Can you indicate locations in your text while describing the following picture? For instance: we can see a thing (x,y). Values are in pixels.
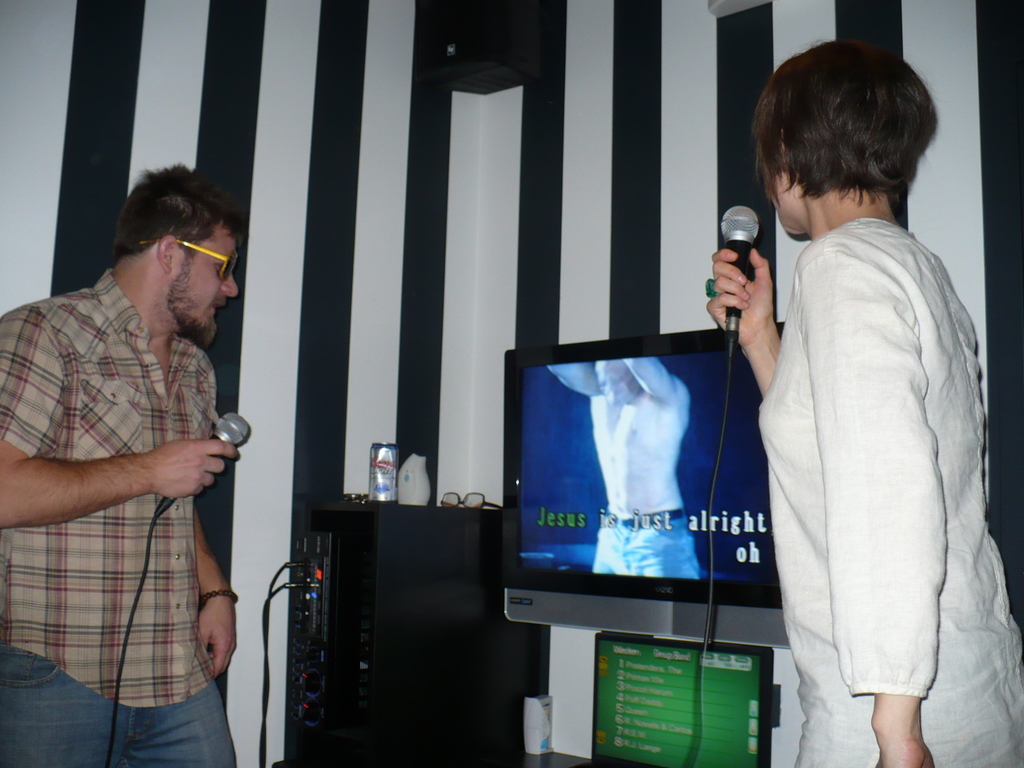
In this image, there are a few people (148,710) holding microphones (742,209). We can see the screen (711,569) and a board (641,684) with some text (647,724). We can see a black colored object (463,547) with some wires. We can also see spectacles (457,495), a coke tin (374,495). We can see the wall (605,50) and an object (440,77) at the top (487,61).
